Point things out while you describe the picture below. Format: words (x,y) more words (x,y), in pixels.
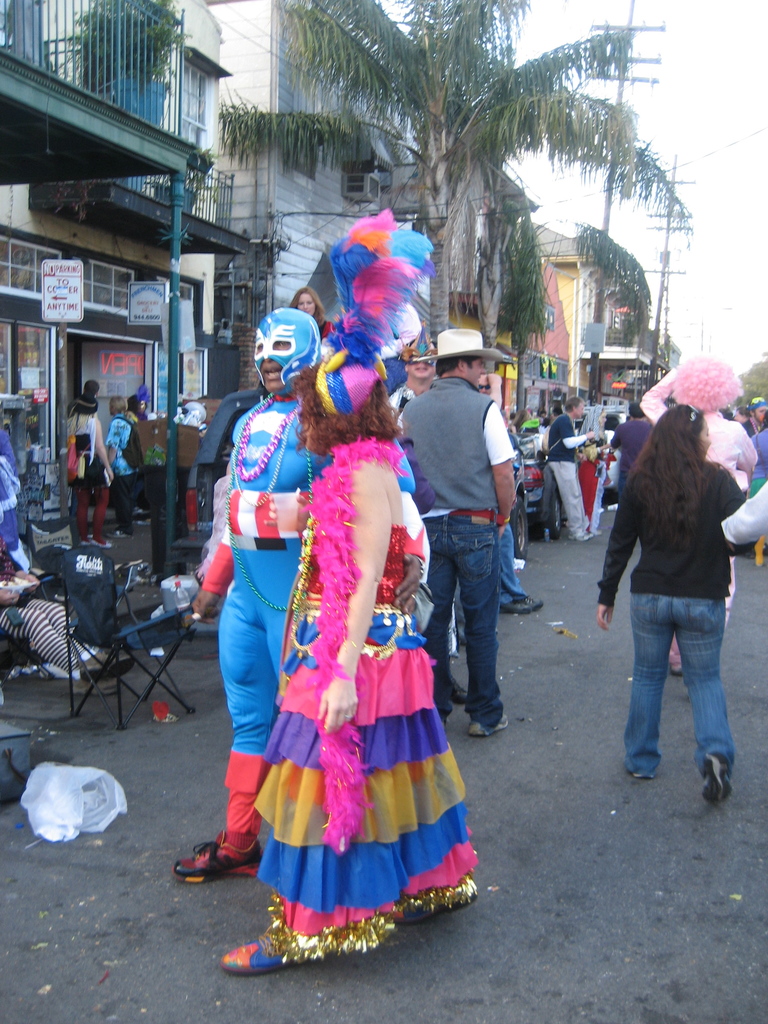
In this image we can see two people (284,720) wearing costumes (342,509). There are people (477,471) walking on the road (545,663). To the left side of the image (127,210) there are buildings (266,186), trees (505,268). In the background of the image (665,35) there are electric poles (595,365), sky (705,196). At the bottom of the image (444,992) there is road (64,960).
